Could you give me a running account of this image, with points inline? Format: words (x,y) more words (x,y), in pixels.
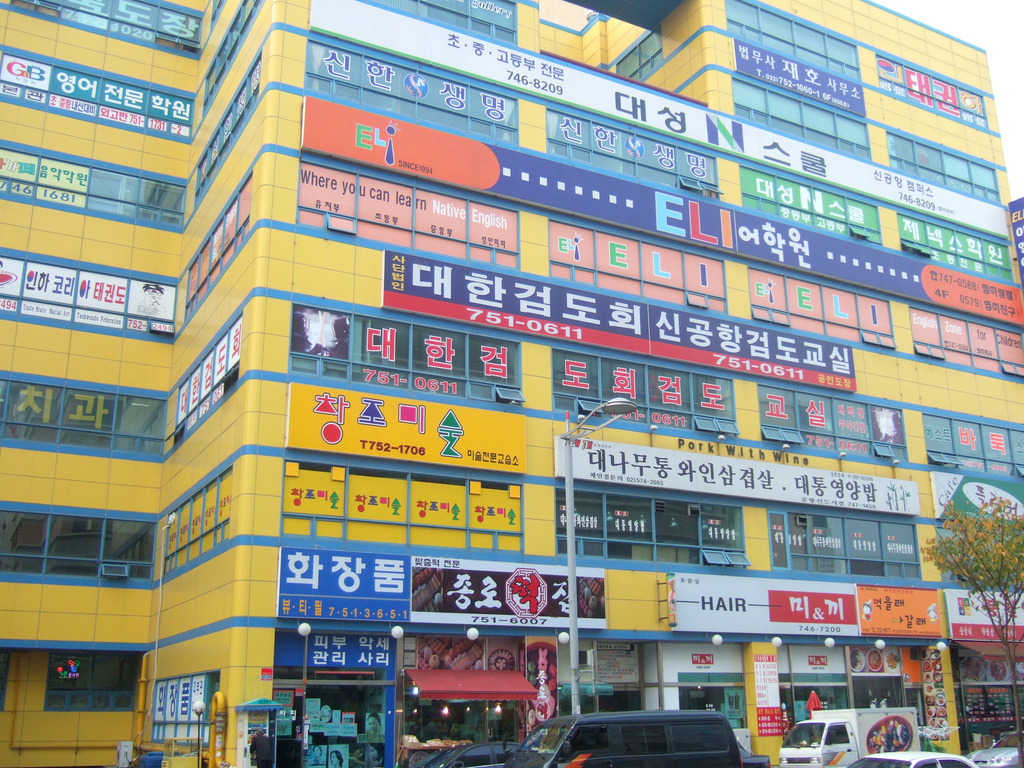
In this picture we can see a building (372,382), few hoardings (883,483), lights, a tree (984,579) and a pole (571,465), in front of the building (502,391), in front of the building (589,679) we can find few vehicles (799,753).
